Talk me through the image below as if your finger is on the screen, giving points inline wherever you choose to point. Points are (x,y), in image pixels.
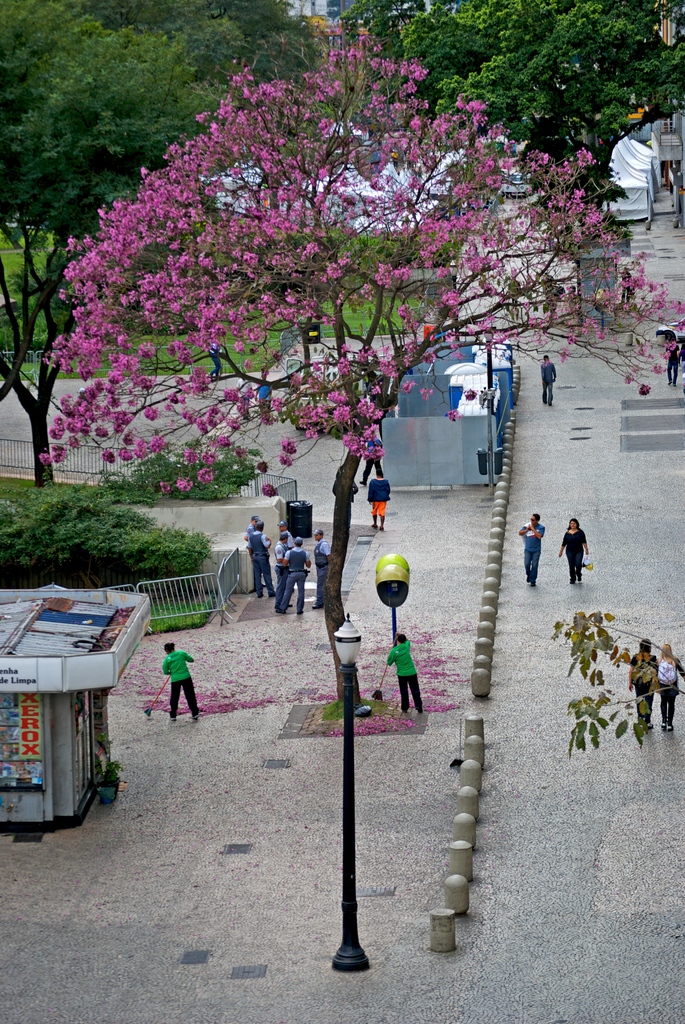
There is a road (460,652). Many people (538,531) are there. Also there are small poles (493,642), light poles (348,806). There is a tree (293,372) with flowers (316,272). Also there is a small shop (70,699). There are railings (239,556). In the background (555,55) there are trees (533,55).
